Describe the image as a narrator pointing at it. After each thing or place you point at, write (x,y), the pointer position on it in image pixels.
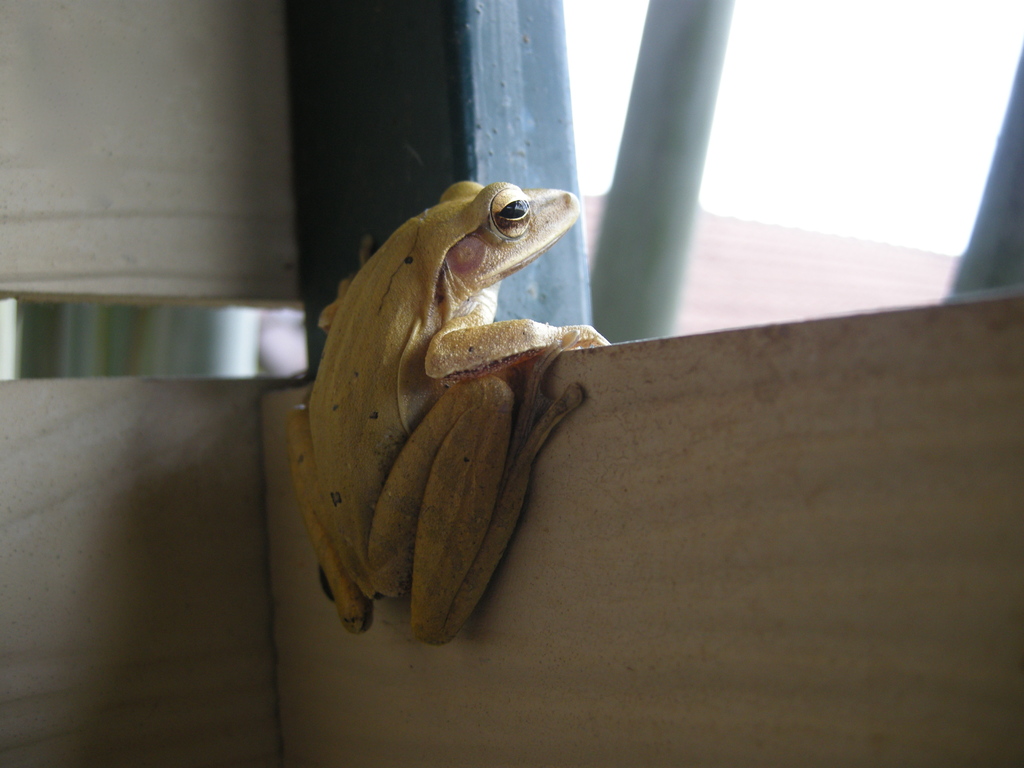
In this picture we can able to see a frog (394,355) which is in yellow color, it is sitting on the wall (670,397). The frog (565,213) is looking outside. The sky (853,107) is very pleasant. This is rod (664,121).
